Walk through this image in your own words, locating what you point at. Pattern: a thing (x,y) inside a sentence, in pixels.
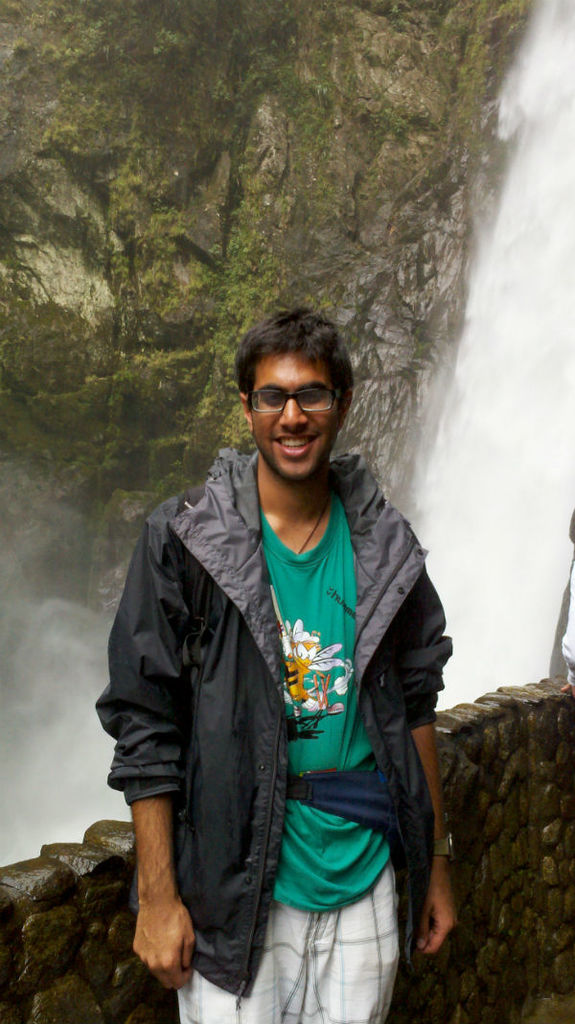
In this image I can see a person (280,755) wearing green, black and white colored dress (296,769) is standing. I can see a wall (509,865) which is made up of rocks (509,878) behind him. In the background (486,344) I can see the waterfall (470,342) and a huge rock mountain (293,267).
